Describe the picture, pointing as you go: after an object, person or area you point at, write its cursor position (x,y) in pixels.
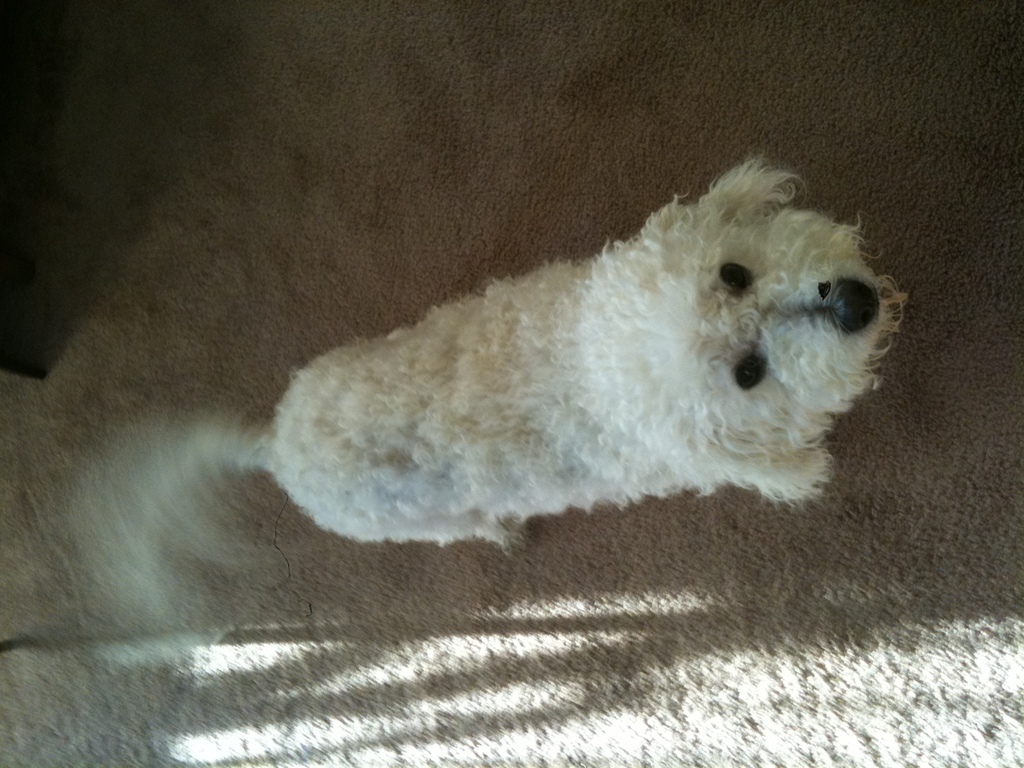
In the image there is a dog (487,424) standing on the mat (795,599).
